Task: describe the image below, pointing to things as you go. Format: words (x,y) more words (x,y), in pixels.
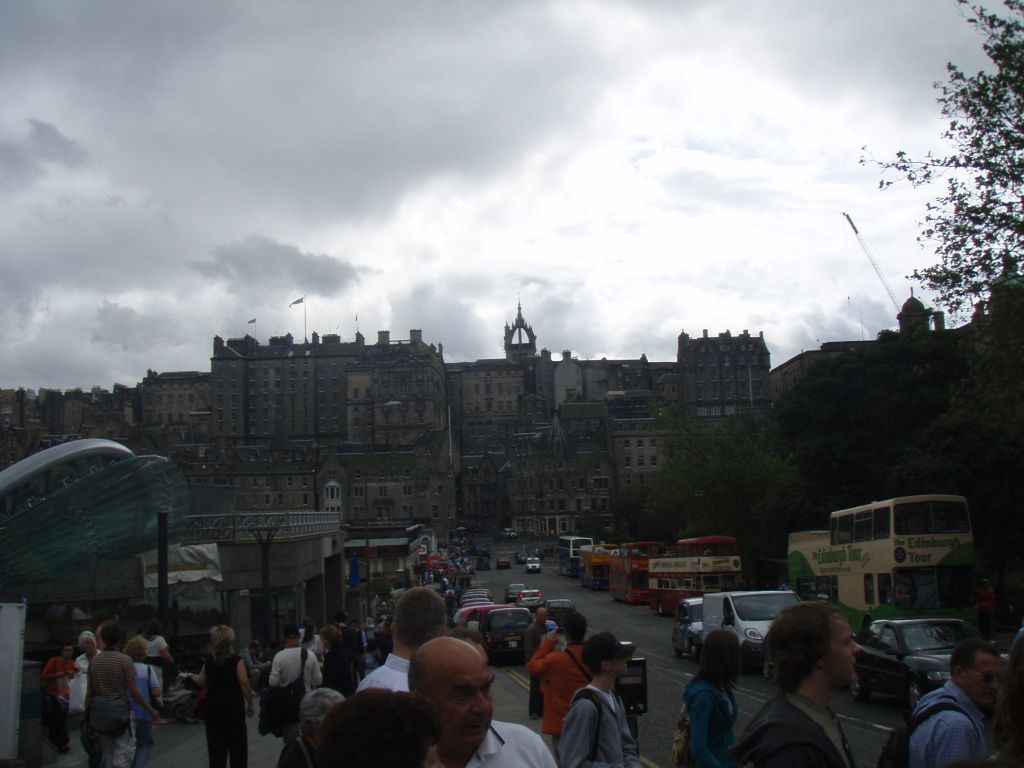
Here in this picture we can see number of people (456,656) standing and walking on the road (665,736) and we can also see number of buses (563,569) and cars (527,566) and other vehicles (752,605) also present and we can see number of stores (378,547) and buildings (250,425) present and we can see plants (818,516) and trees (878,469) present and we can see flag posts (305,336) present on the buildings (342,436) and we can see clouds (490,229) in the sky (599,226).
